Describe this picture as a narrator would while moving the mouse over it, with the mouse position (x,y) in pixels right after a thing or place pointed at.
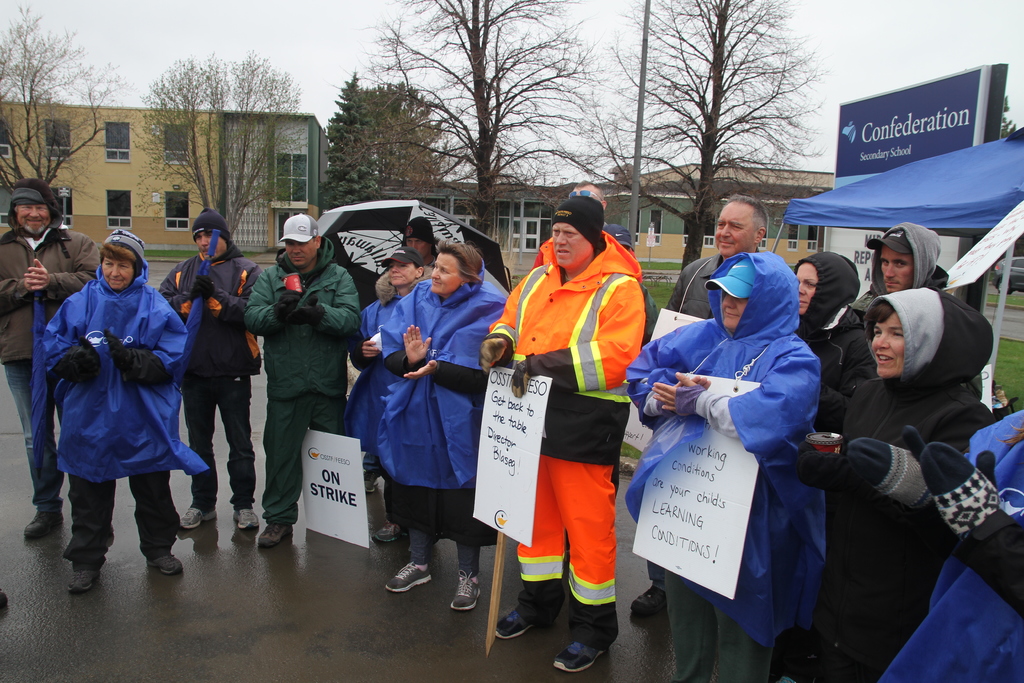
In the image we can see there are many people (607,432) standing, they are wearing clothes (379,418), shoes (211,514) and some of them are wearing a cap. This is a board (325,444), stick (492,608), pole tent (941,190), trees (396,131), buildings (447,183), windows (117,143) of the building (143,138), footpath (177,578), grass (1010,377) and a sky (181,30). We can even see a vehicle (1013,274).
